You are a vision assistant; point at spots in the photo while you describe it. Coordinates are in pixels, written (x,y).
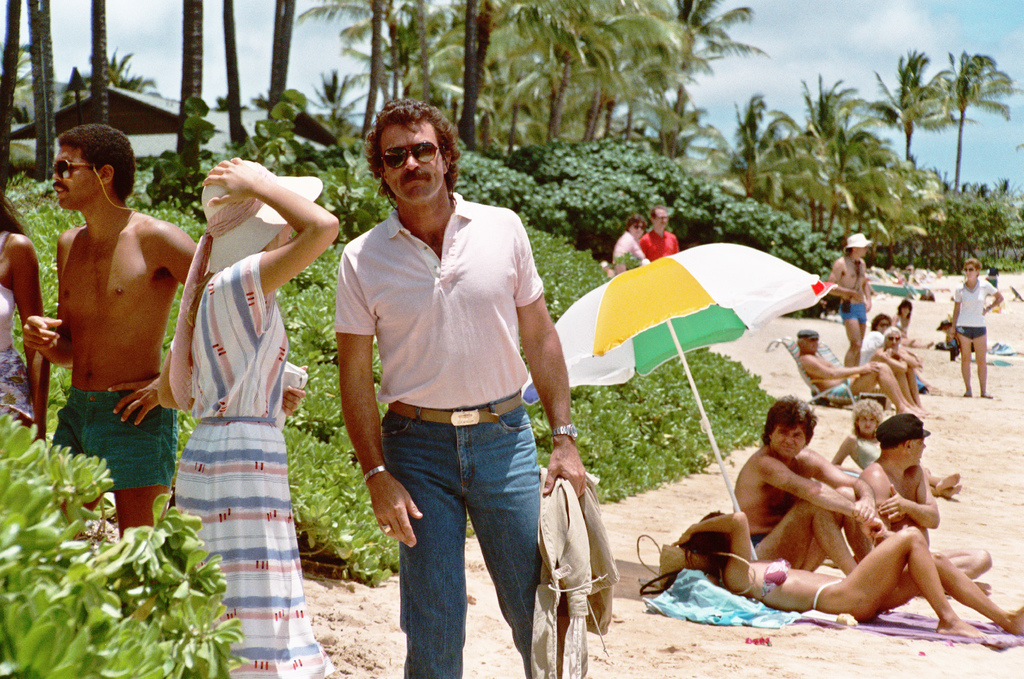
In front of the image there are a few people (205,402) standing, behind them there are a few people (893,332) lay on the sand (935,336), behind them there are trees (11,92).
